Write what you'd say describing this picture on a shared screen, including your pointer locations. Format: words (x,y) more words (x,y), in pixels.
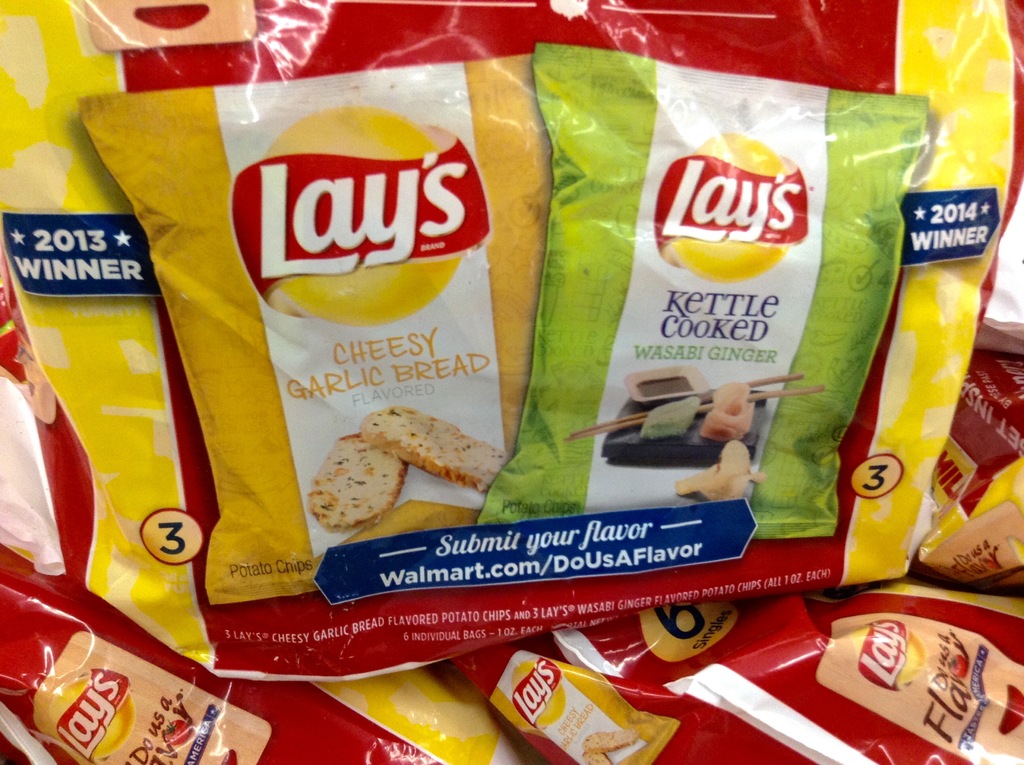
In this picture we can see packets (673,651).
